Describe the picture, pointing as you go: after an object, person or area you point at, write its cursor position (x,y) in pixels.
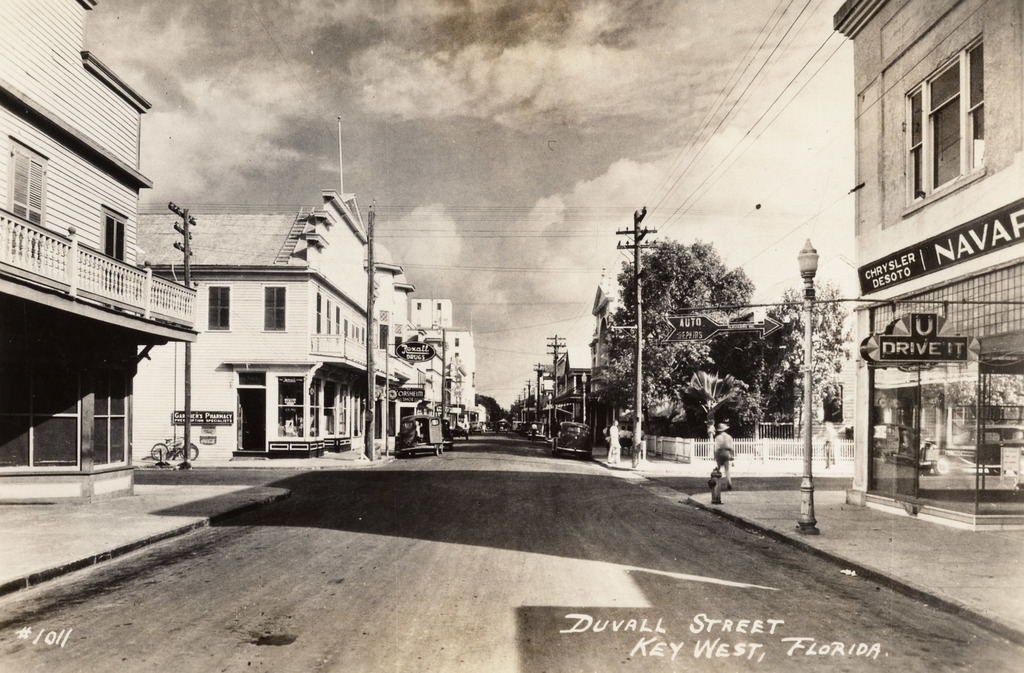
In this picture I can see vehicles (558,443) on the road (514,501), there are group of people (619,436), buildings (51,89), poles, lights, boards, trees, fence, cables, and in the background (442,99) there is sky (501,109) and there are watermarks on the image.
